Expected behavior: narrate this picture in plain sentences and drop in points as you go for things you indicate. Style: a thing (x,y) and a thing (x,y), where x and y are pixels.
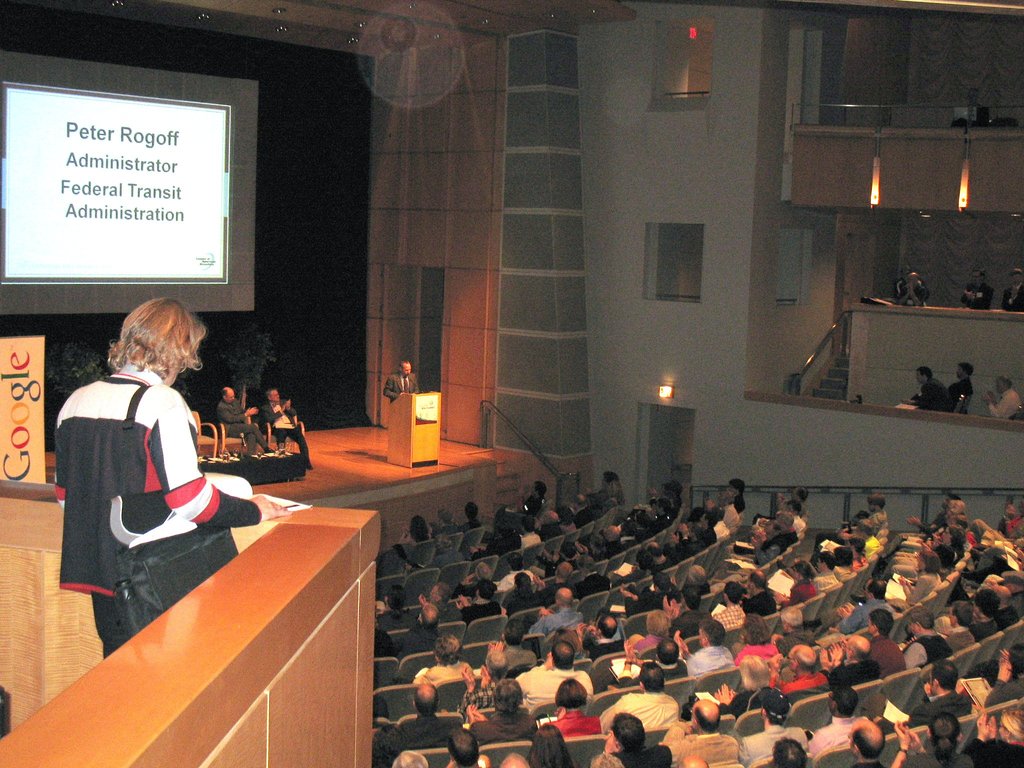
In this image, there are many people (561,626). Among them, we can see some people (786,650) sitting on chairs (608,685) and some people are on the stage (458,460). We can also see the podium (394,461) and a screen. We can also see some objects (289,470) on the stage (322,448). We can see a board (17,352) with some text (16,367). We can see some stairs (837,379) and the railing (806,363). We can also see the wall (674,311) with some objects (663,389).
